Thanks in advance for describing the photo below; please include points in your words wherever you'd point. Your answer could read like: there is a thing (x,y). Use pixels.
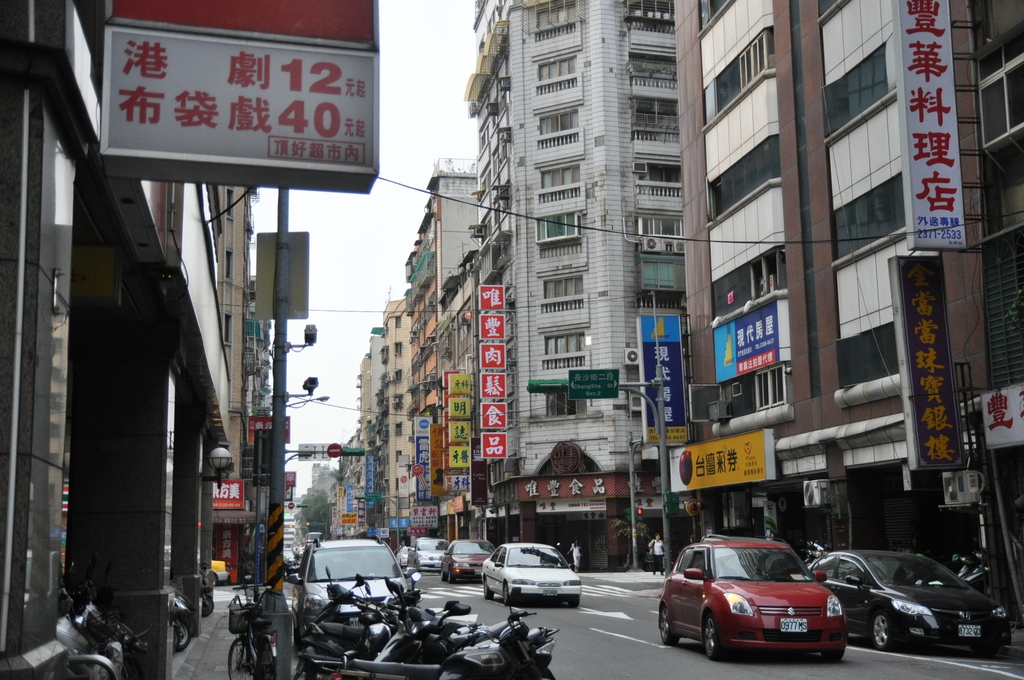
In this image we can see a few people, there are bicycles (244,626), motorcycles (401,597), there are cars (388,552) on the road (551,623), there are light poles (282,294), traffic lights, buildings (517,289), windows (1009,295), boards (420,489) with text (368,464) on them, there are trees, also we can see the sky (304,222).
